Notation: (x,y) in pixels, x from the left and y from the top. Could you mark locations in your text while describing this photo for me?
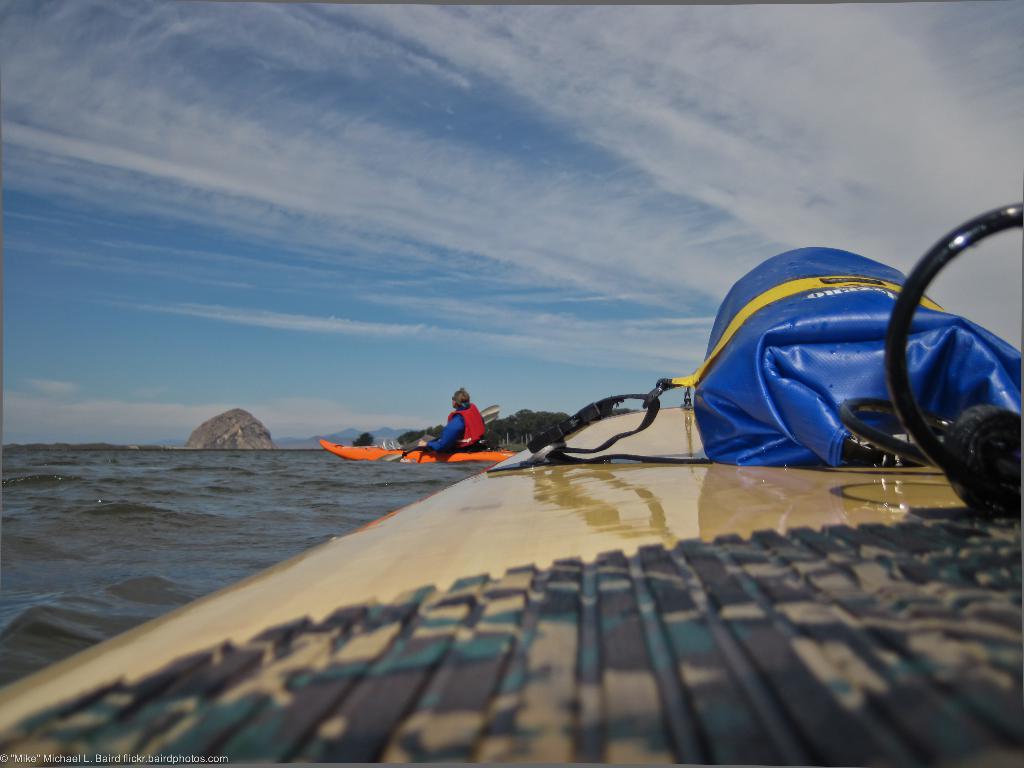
In this image we can see the blue color cover (886,337) and some object (892,433) are kept on the surface (539,594) which is floating on the water (7,660). Here we can see a person (469,414) wearing a life jacket (464,419) and holding paddle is sitting on the orange color boat (425,450) which is floating on the water (383,492). Here we can see rocks (261,447) and blue color sky (530,207) with clouds (783,35) in the background (421,112). Here we can see the watermark (161,754) on the bottom left side of the image (113,759).
